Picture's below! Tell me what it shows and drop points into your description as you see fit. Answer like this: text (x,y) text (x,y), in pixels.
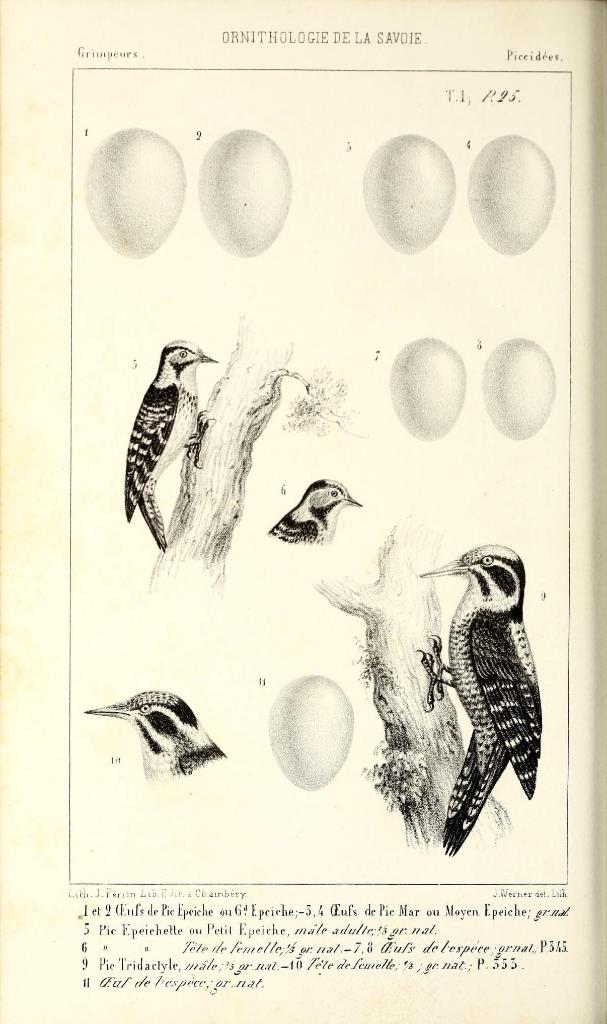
In this image I can see a paper (249,237). I can see birds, branch (403,757) and eggs (385,187) on the paper (325,686).
